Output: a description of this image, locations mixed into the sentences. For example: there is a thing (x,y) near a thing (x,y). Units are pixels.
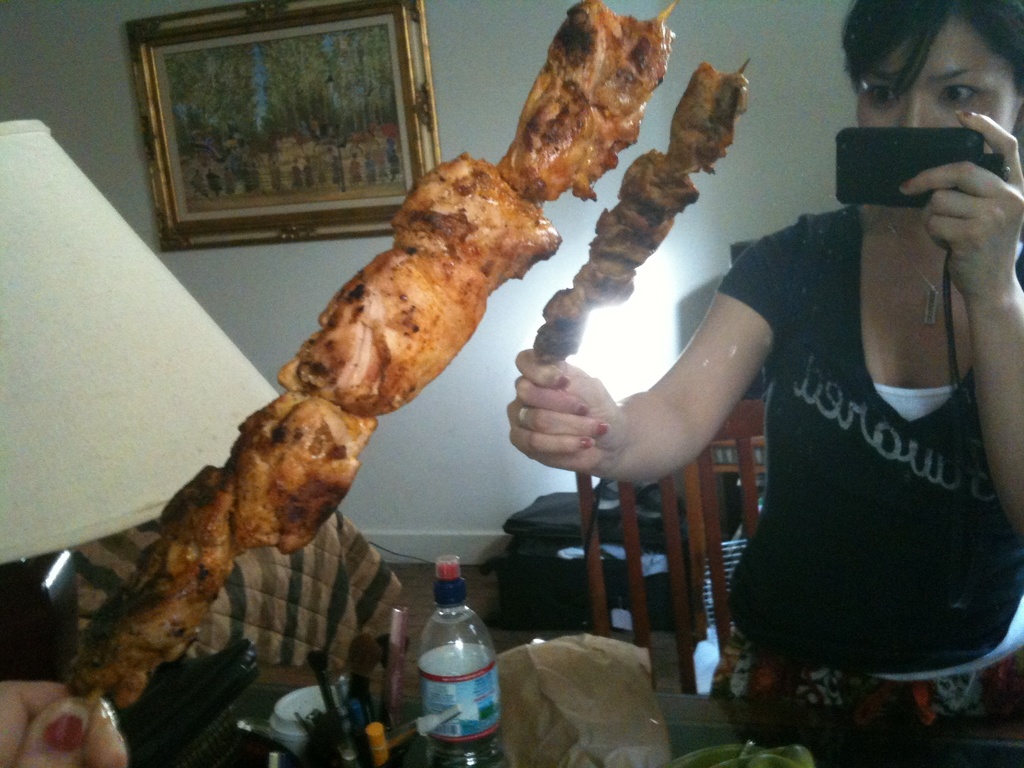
In this image I see a woman (8,766) who is in front of a mirror (495,487) and she is holding a camera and food (599,140) in her hands (605,454), I can also see a bottle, chair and a bag (570,665) over here and there is a lamp (13,121) too. In the background (113,179) I see the wall (109,174) and a photo frame (334,190).
